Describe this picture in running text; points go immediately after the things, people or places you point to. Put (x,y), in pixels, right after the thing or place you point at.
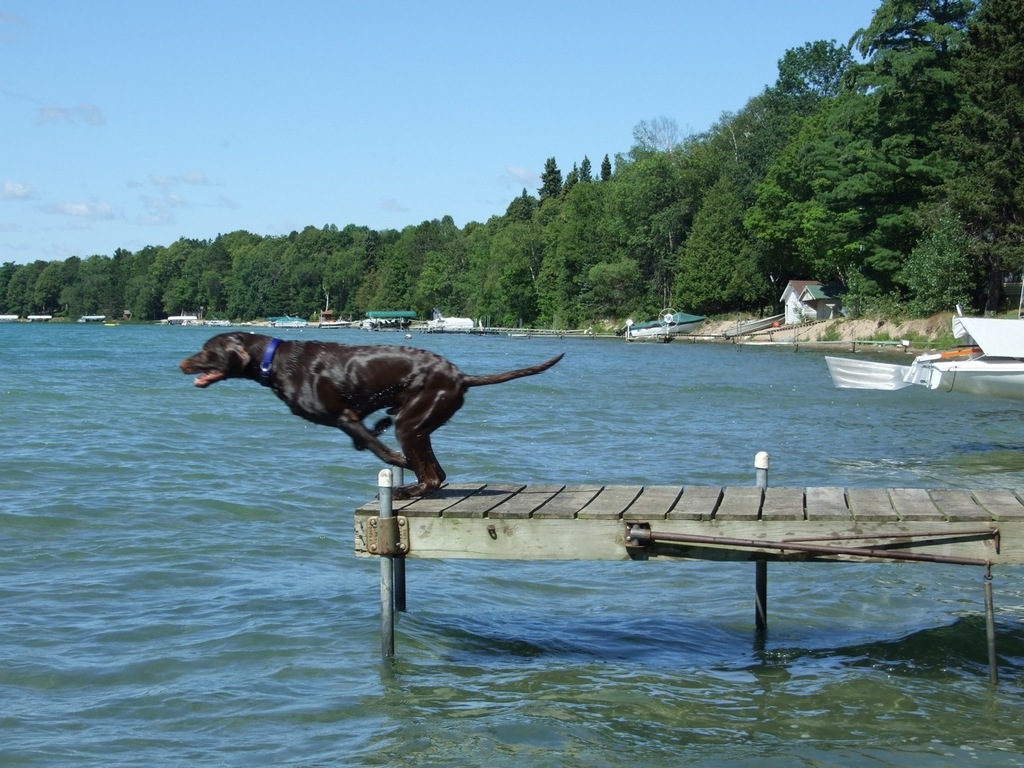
In this image, we can see a dog (433,413) on the wooden dock (550,525) which is in the water (352,729). There are some trees (597,255) in the middle of the image (342,287). There is a sky (451,76) at the top of the image (518,35).
